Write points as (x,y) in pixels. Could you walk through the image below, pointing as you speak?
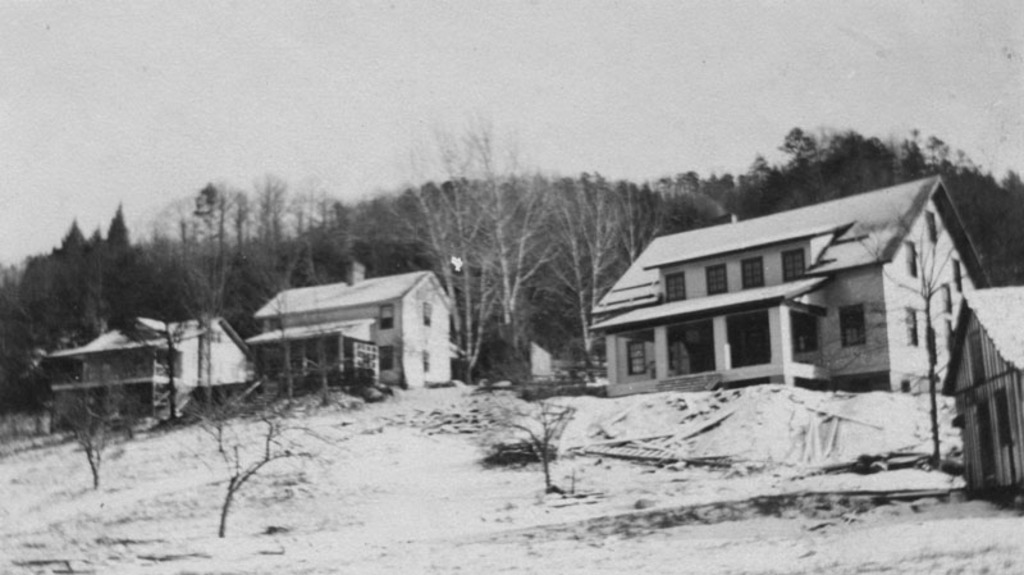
In this picture I can see an open land (406,410) in front (11,557), on which I see few trees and few buildings (148,383). In the background (622,210) I can see number of trees (437,249) and I see the sky (662,176). I can also see that this is a black and white image.
